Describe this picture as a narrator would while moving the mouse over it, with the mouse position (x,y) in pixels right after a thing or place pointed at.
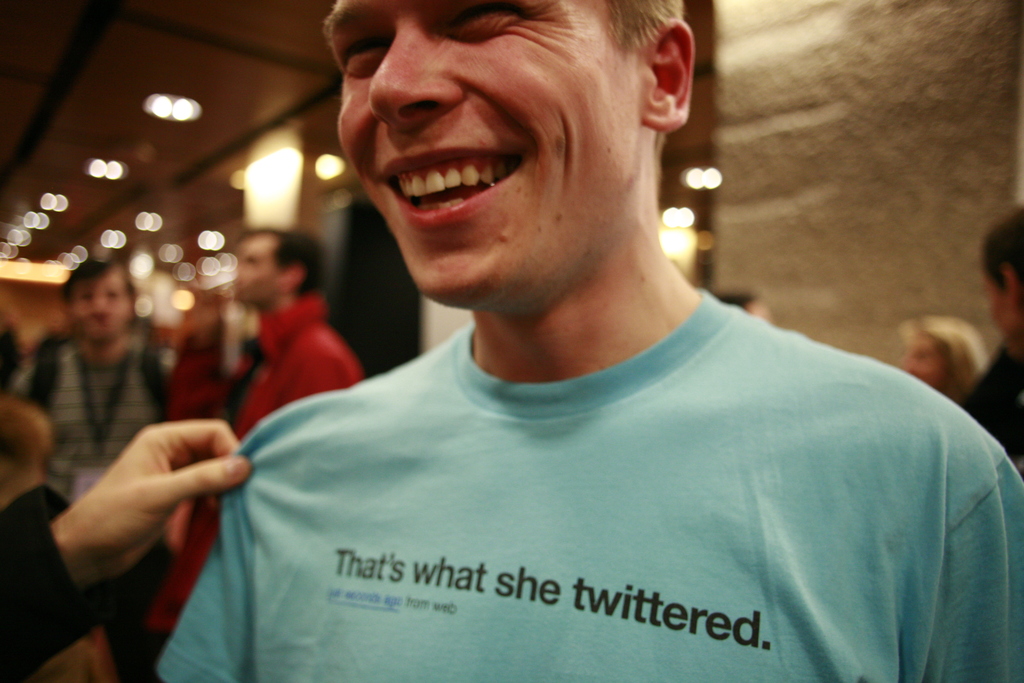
In this image I can see a person (542,440) wearing blue colored t shirt (527,523) and I can see few words (427,574) written on the t shirt (568,599). In the background (299,346) I can see few persons (189,325) standing, the cream colored wall (872,228), few lights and the ceiling (181,62).
